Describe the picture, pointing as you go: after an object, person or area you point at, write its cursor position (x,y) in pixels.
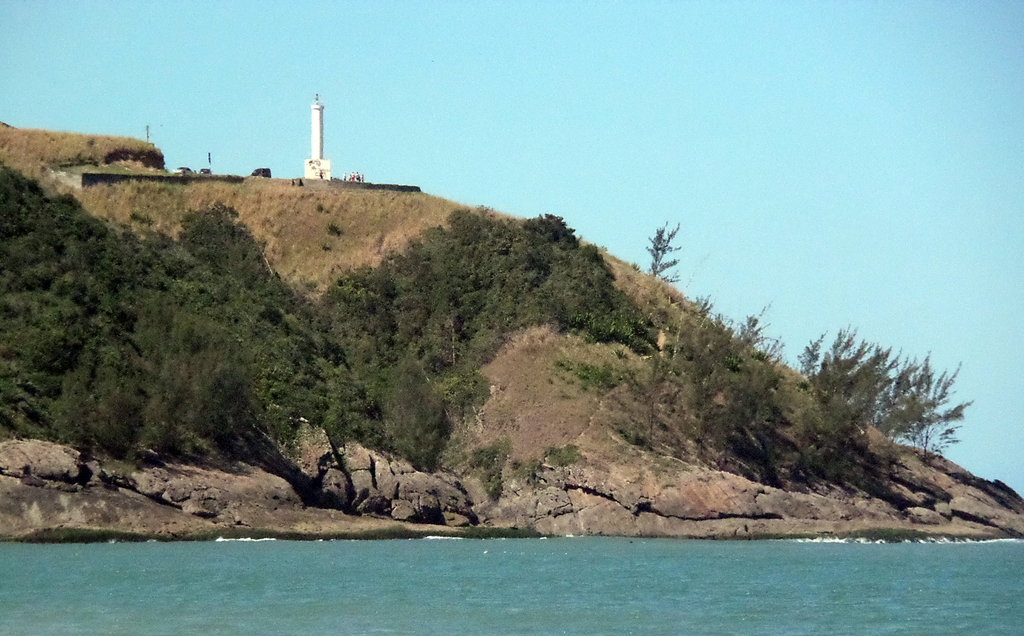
In this image we can see a tower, a group of people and some poles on the hill (381,233). We can also see a group of trees (404,389), some plants (600,337), a large water body (706,557) and the sky (912,235).
